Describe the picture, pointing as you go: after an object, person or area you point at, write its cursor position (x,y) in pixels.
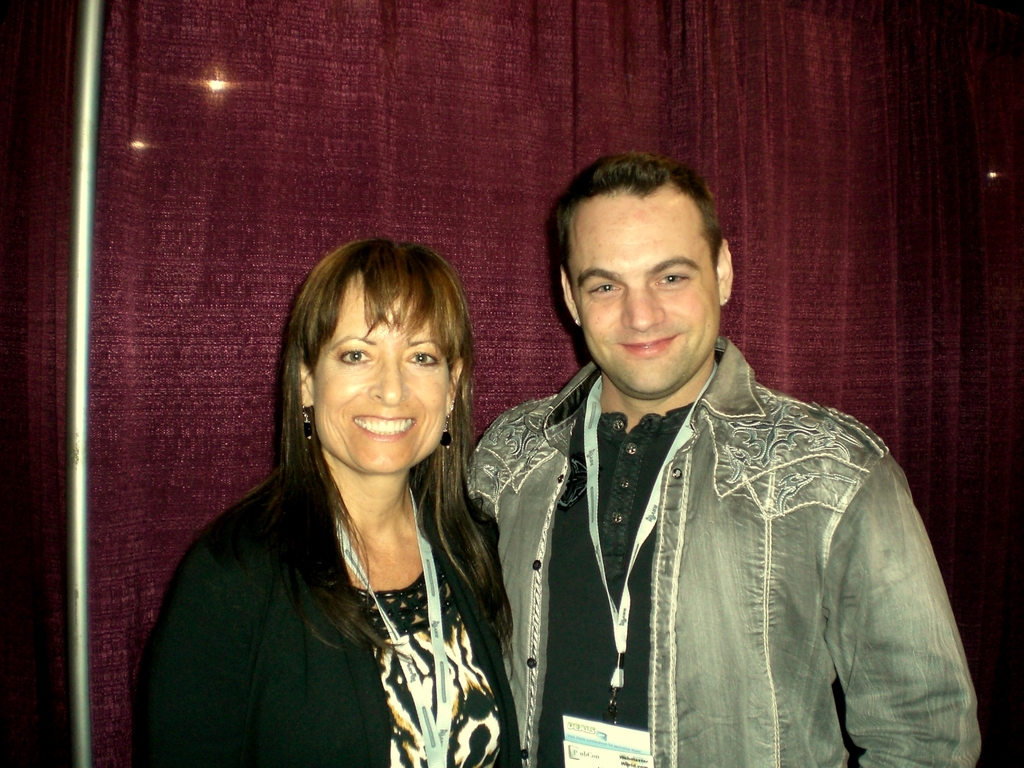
In this image we can see a man (550,465) and a woman (420,420) wearing the identity cards (581,761) and smiling. In the background (409,127) we can see the curtain (816,195), lights (214,85) and also a rod (83,486) on the left (74,677).
